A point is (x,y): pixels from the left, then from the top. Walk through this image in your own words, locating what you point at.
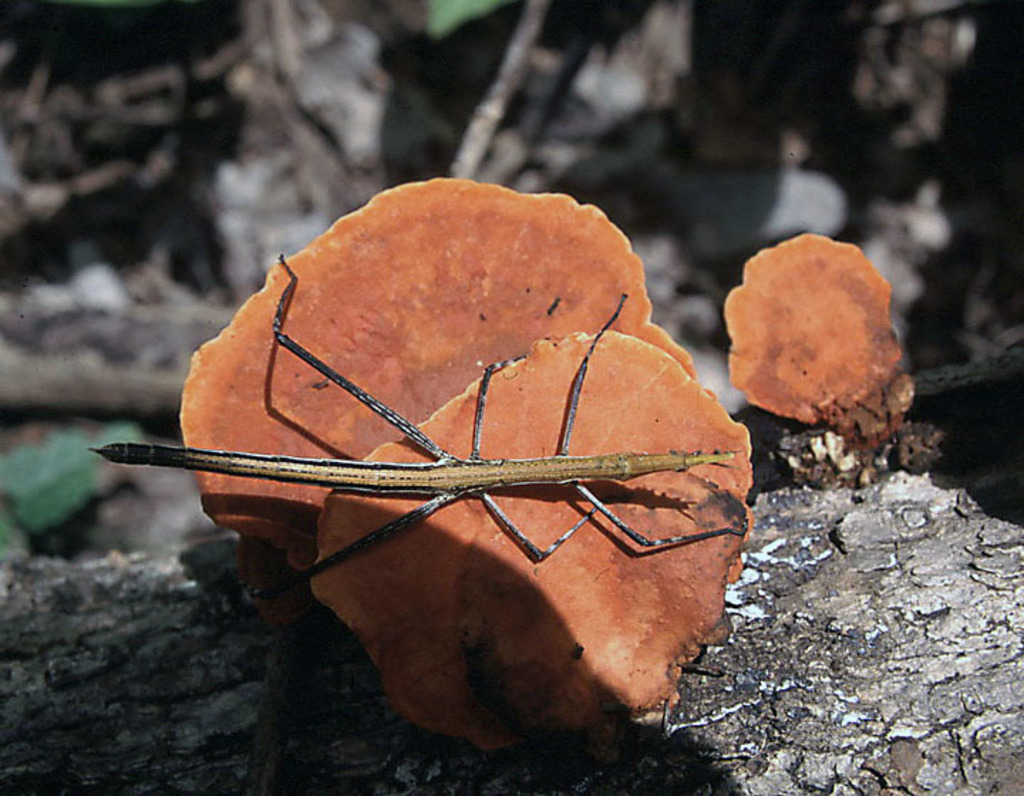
This is the picture of a stick insect (423,476) which is on the mushroom (583,585).
